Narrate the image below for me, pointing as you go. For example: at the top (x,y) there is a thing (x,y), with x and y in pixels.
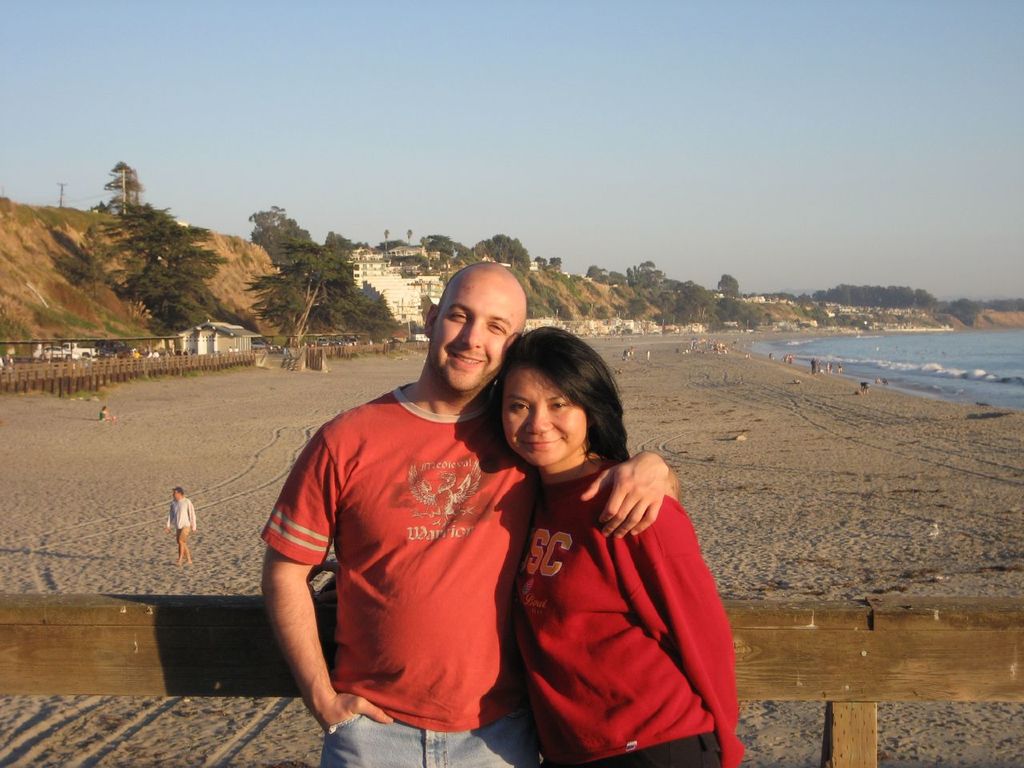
In this picture we can see a man (488,266), woman (599,516) smiling and at the back of them we can see a wooden plank (55,663), some people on sand (807,469), water (903,362), buildings (368,274), trees (653,282) and some objects (129,355) and in the background (703,283) we can see the sky (853,283).
